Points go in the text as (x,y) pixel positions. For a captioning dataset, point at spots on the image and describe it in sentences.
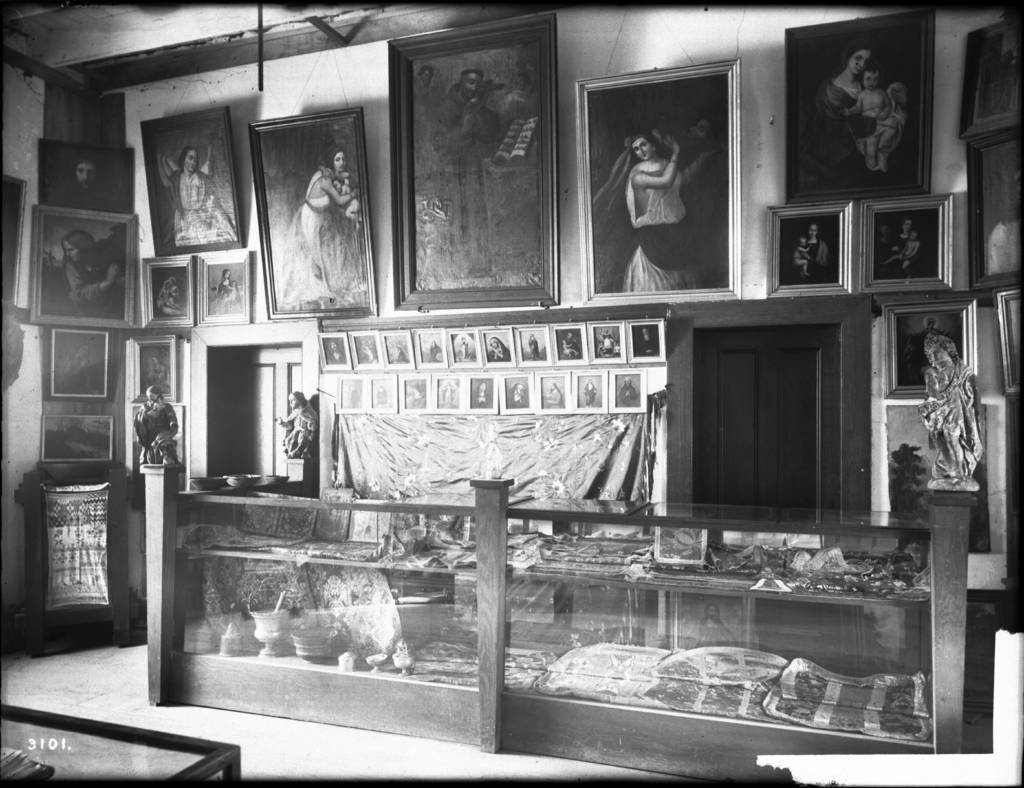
This is a black and white image which is clicked inside. In the foreground (168,632) we can see the cabinets (264,696) containing some items (401,647) and we can see the sculptures (288,430) of persons (949,389). In the background (340,274) there are many number of picture frames (265,230) hanging on the wall (962,211) and we can see a curtain (567,436) and the doors (715,376) in the background (225,418).
